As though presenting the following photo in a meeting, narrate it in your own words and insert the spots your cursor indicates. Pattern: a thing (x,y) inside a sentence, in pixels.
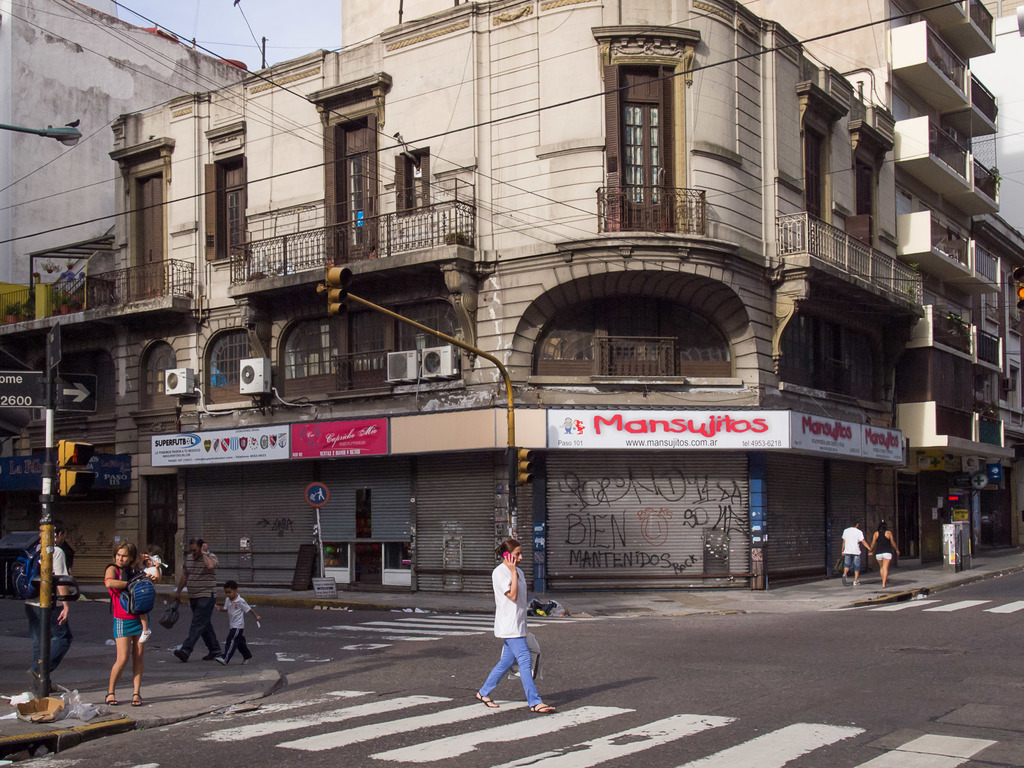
This is an outside view. Here I can see few people (497,630) are walking on the road (670,718) and footpath (853,578). On the left side (52,418) there is a pole (39,658). In the background (719,407) there are few buildings (526,201). At the top of the image (240,40) I can see the sky (247,33).
